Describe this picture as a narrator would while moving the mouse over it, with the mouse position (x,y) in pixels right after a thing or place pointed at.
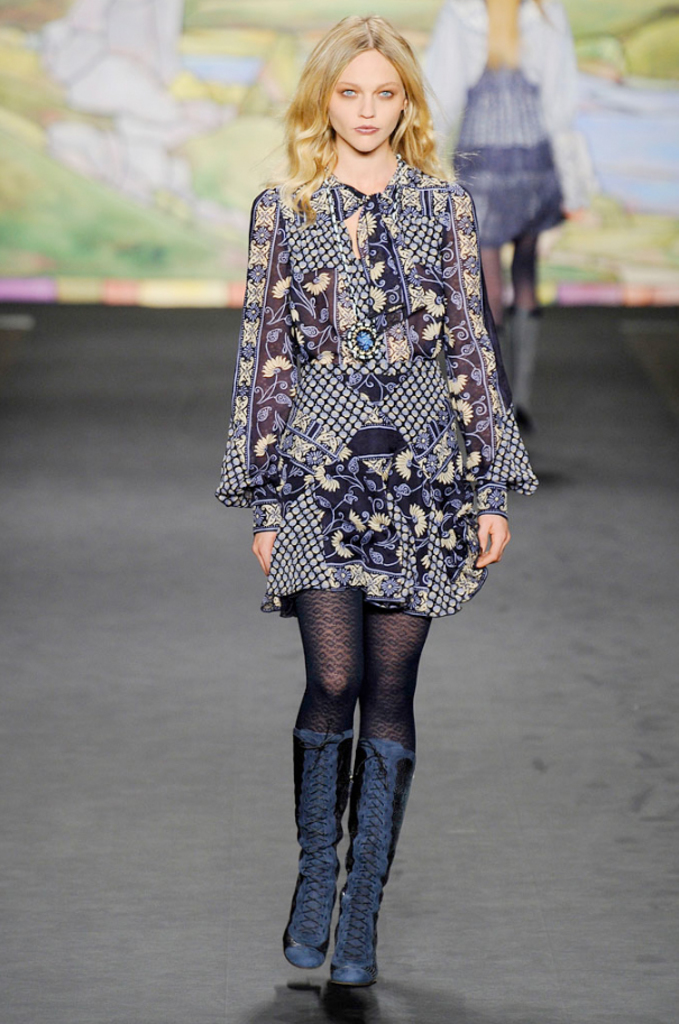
In this image there is a girl (324,404) who is doing the ramp walk on the stage (244,668). In the background (520,174) there is another girl (536,202) standing on the stage (563,323). Behind her there is a screen (118,79).
